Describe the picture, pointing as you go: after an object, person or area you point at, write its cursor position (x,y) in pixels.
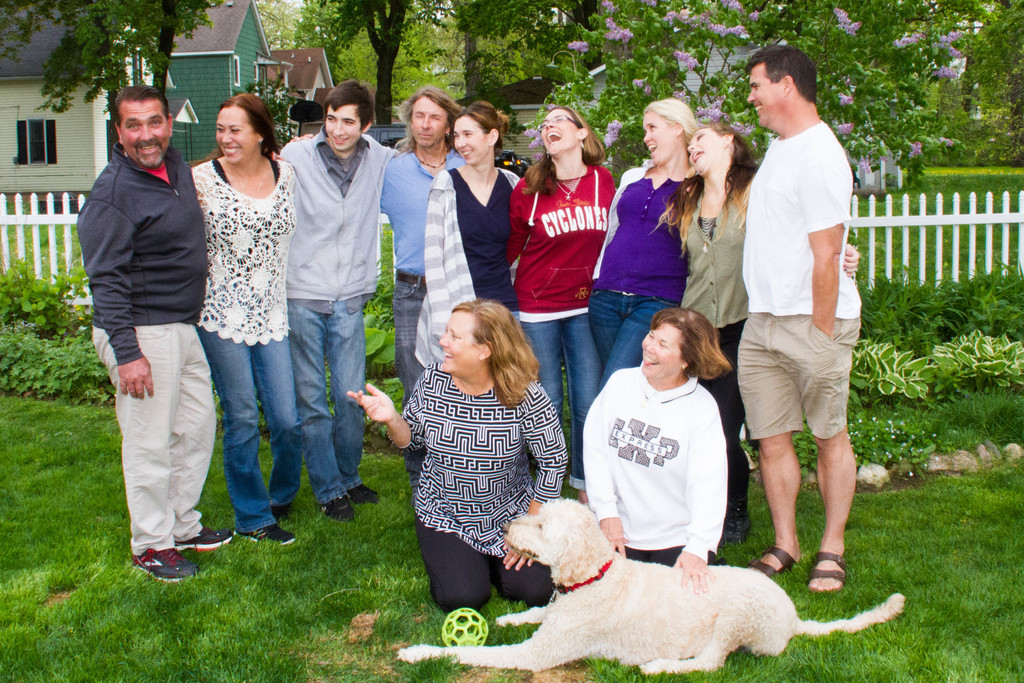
This group of people (501,255) are standing on a grass (505,604). This 2 people (668,423) are sitting on a grass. Beside this 2 people (520,487) there is a white dog (739,614). Far there are number of trees (617,5) with flowers (846,27). There are houses (254,49) with roof top (298,82). This house (205,71) is in green color. This house (92,107) is in white color. This is fence (1004,257). This are plants (5,336).
